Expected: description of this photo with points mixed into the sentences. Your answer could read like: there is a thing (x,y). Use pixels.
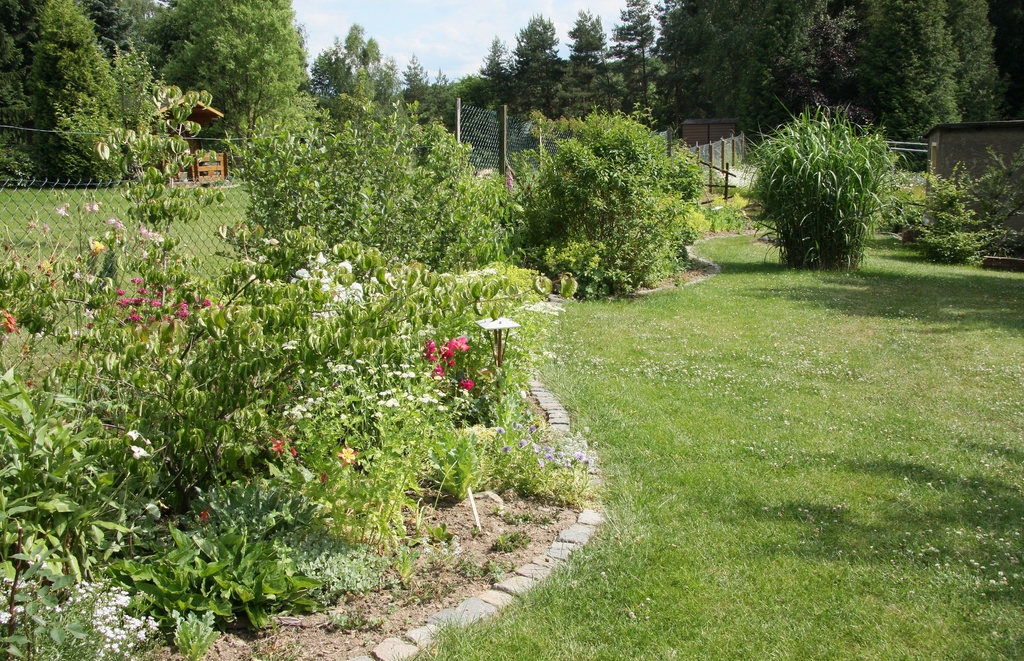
There are plants (178,346) and grassland (610,360) in the foreground area of the image (883,358), there are trees (772,105), it seems like a boundary (486,140) and the sky (513,30) in the background (401,2).
